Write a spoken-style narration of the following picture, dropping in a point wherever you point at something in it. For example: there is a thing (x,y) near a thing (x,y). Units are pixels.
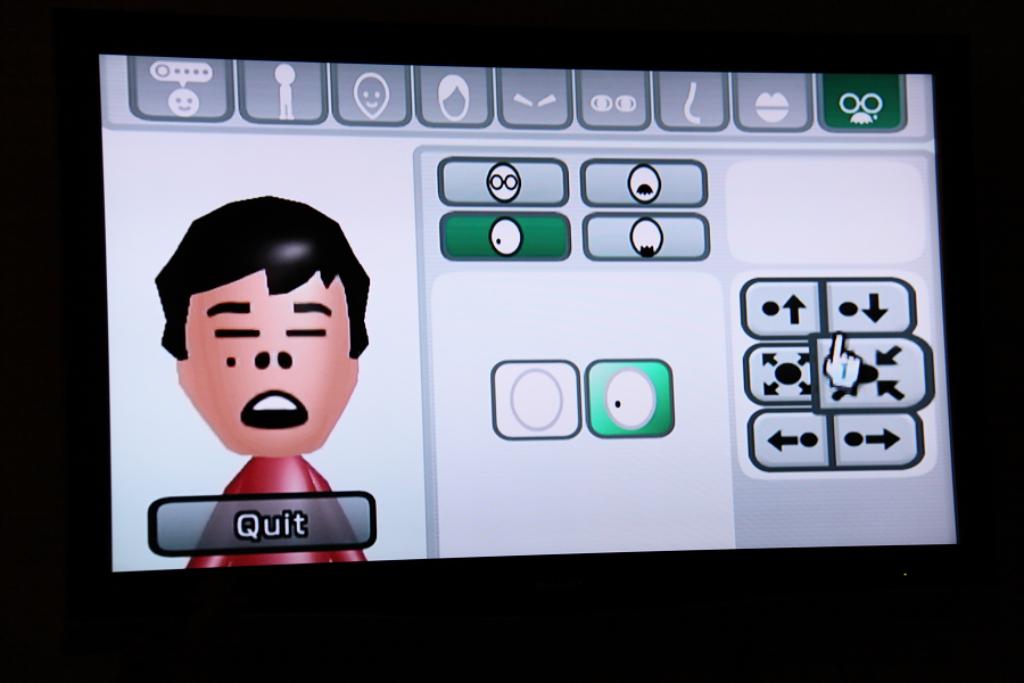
This image is an animated image in which there are symbols (558,251) and there is the cartoon image (259,405) and there is some text (273,527) written.
